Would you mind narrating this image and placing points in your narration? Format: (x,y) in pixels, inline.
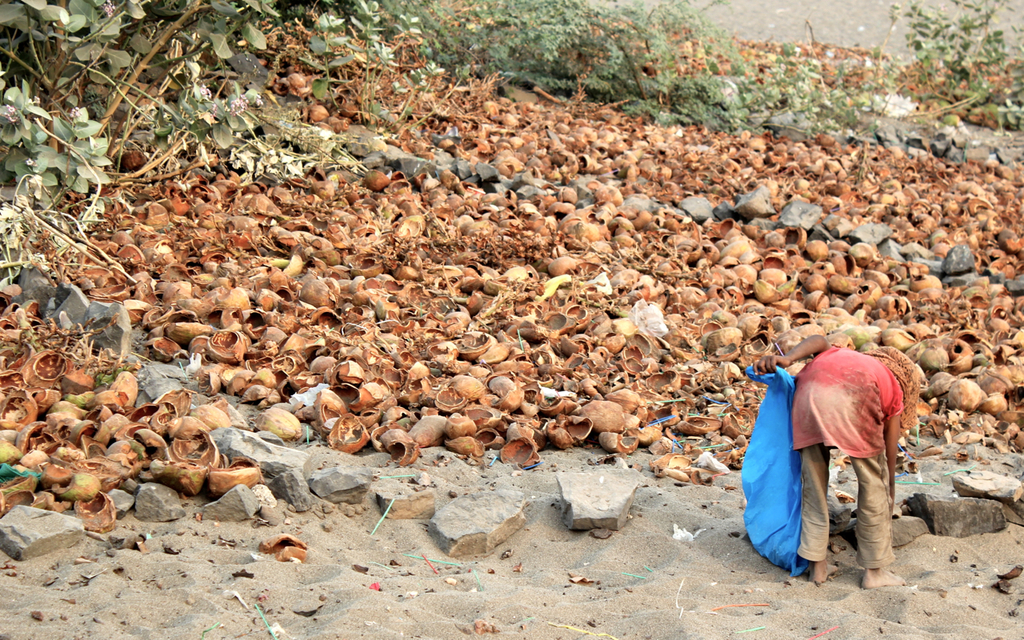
In this picture there is a person (811,551) standing and holding the bag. At the back (99,165) there are trees (449,36). At the bottom (310,447) there are coconuts (455,230) and stones (616,504) on the sand (824,618).
